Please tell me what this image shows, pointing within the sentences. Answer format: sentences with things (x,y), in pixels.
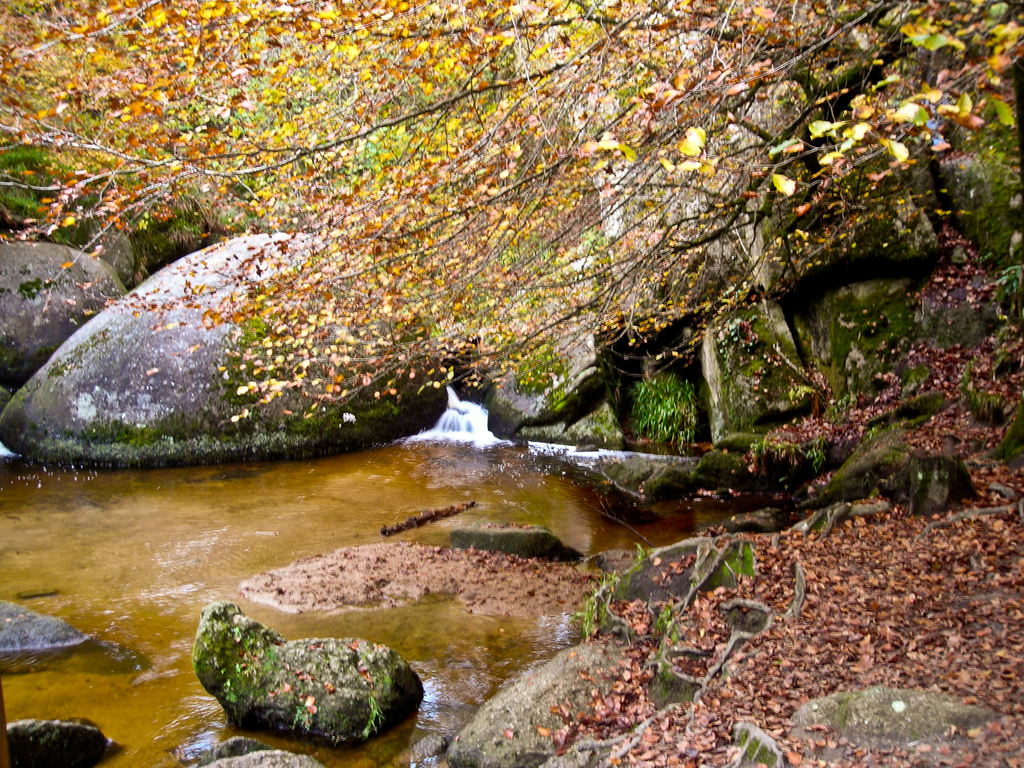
There are some trees (518,173) here and there are some big stones (156,375). There is some water (193,492) under the stones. In between the water (223,539) there is a mud (386,572). We can observe small stones (297,672) here. There are some dry leaves (905,551) on the land (876,664).
